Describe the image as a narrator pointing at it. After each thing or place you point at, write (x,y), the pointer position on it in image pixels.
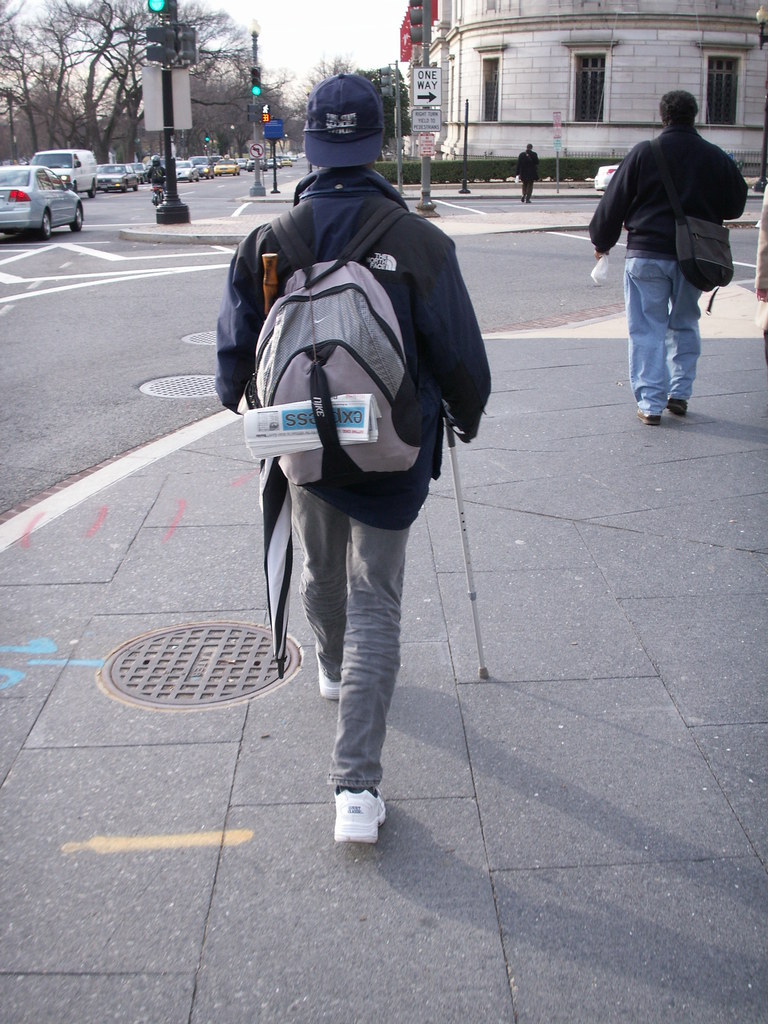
These two persons (669,132) are walking and wear bag (710,280). we can see tree (93,71), sky (316,24), building (567,85), vehicles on the road (111,198). There is a traffic signal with pole (255,120). This person (327,103) wear a cap (347,103).
